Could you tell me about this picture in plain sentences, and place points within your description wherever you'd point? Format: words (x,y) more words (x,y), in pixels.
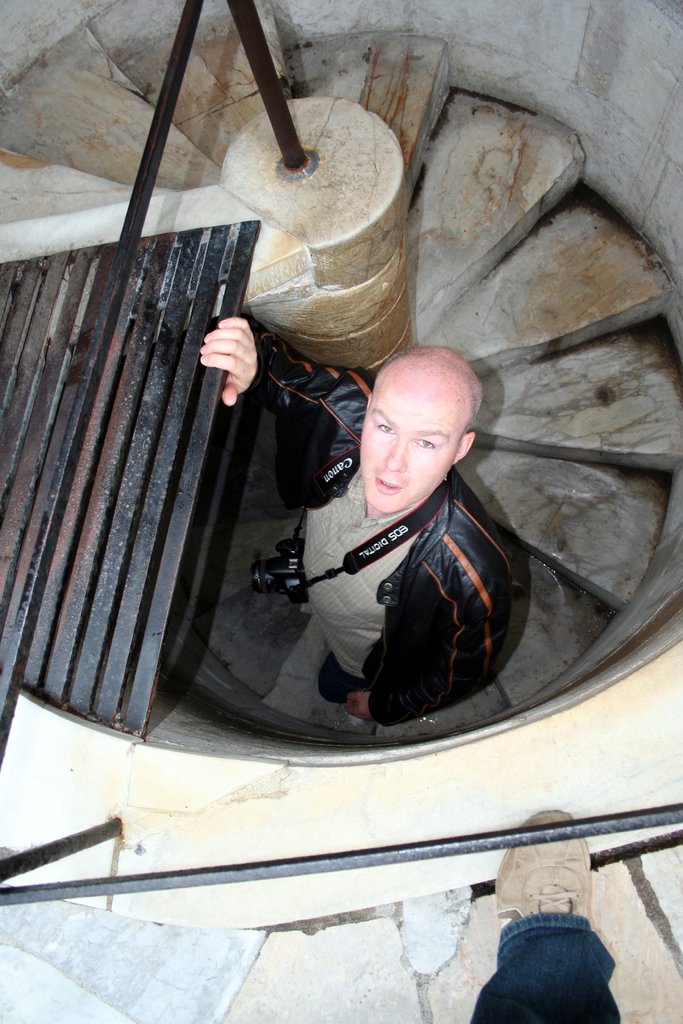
In this picture we can see a person's leg (540,948), camera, rods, walls (422,18), steps (565,263) and a man (500,545) standing.
